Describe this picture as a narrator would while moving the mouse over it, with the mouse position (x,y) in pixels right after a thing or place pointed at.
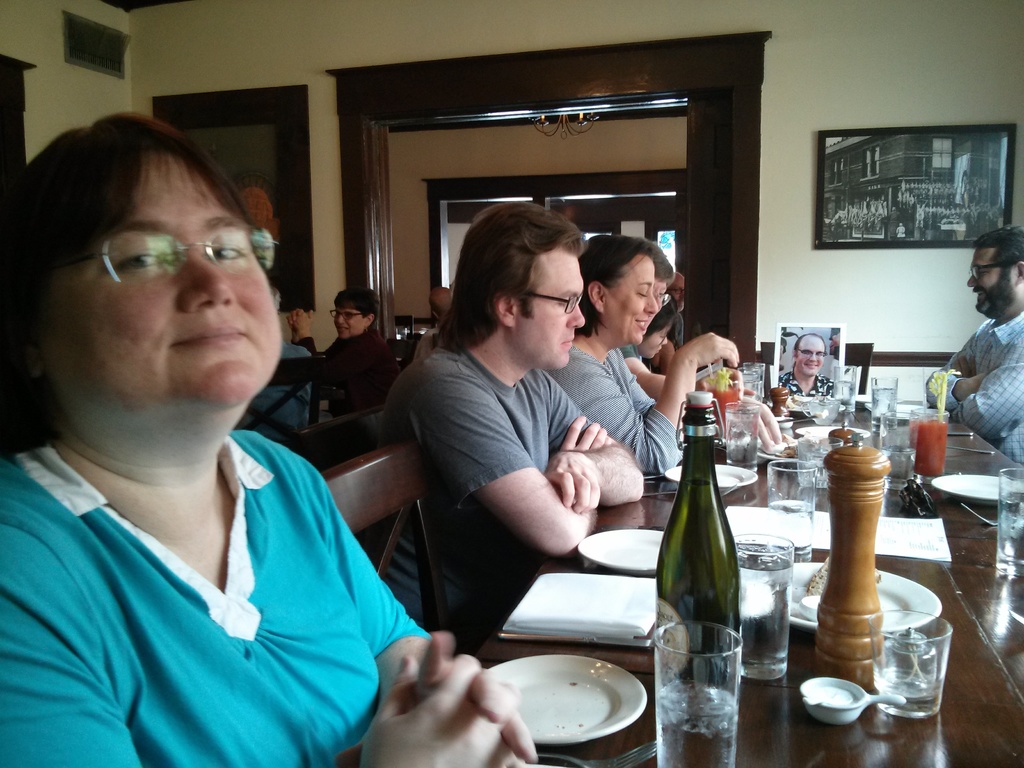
In this image we can see many people (609,469) are sitting on the chair (405,504) near a table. There are two photos (874,185) on the wall (904,282) in the image. There is a photo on the table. There are many objects (882,386) on the table (843,421).
